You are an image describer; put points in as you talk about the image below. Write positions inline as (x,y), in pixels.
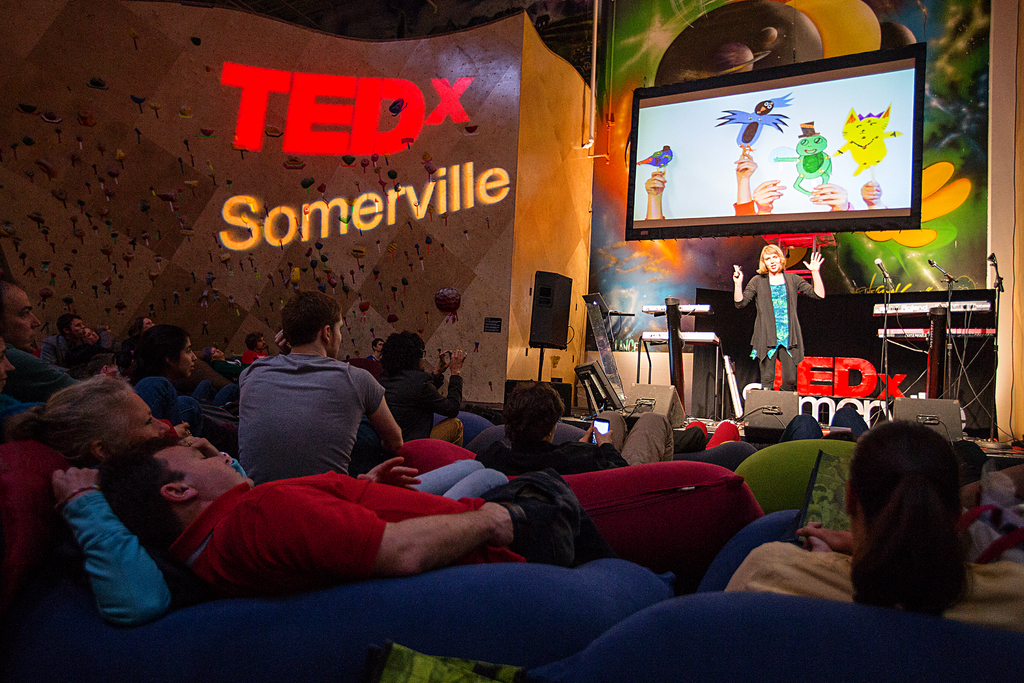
As we can see in the image there is a wall (404,138), screen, few people (271,465), sofas (789,541), sound box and the woman (757,291) standing over here is wearing black color jacket (762,312).
